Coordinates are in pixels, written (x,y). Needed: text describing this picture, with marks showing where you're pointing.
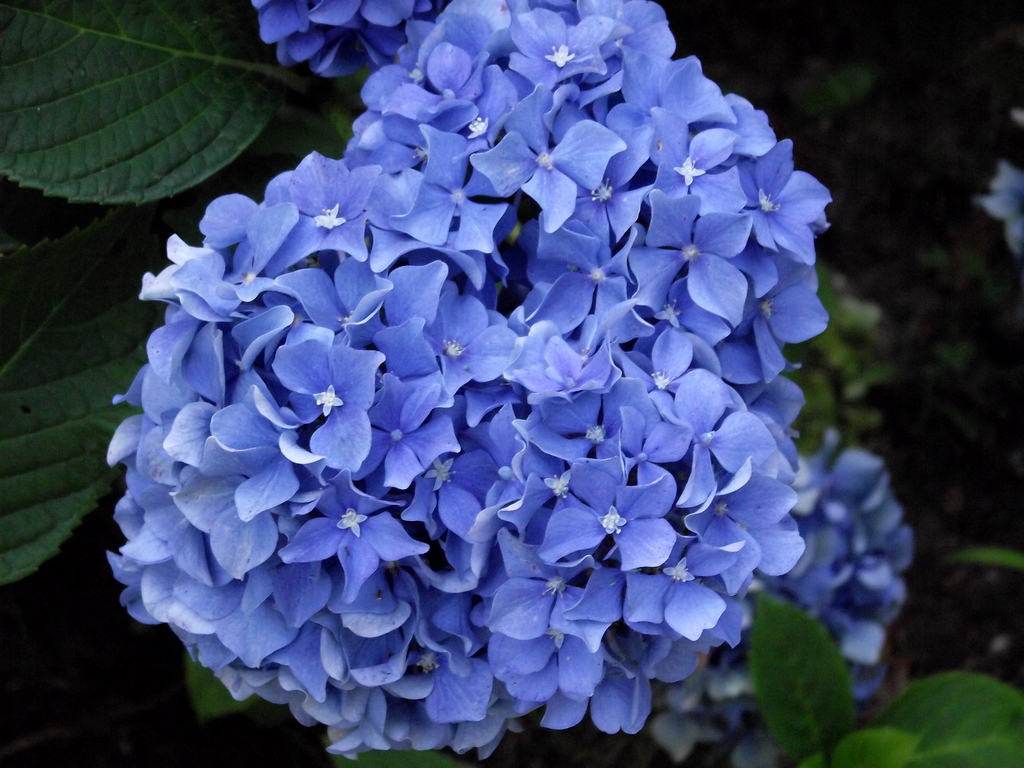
In this image we can see a bunch of flowers (527,530) and some leaves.
